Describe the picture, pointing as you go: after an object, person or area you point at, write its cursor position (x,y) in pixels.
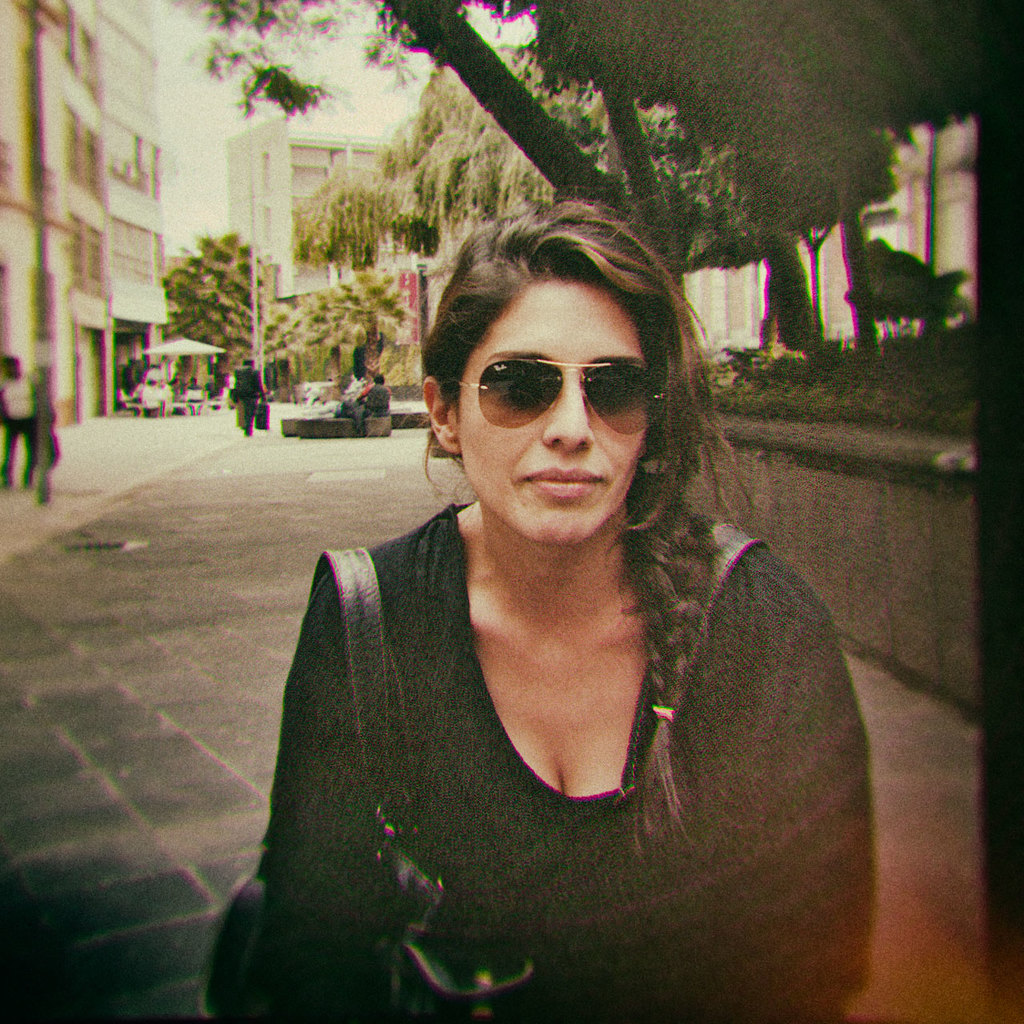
In this picture we can see a woman (565,834) in the front (565,820), she wore goggles (536,413), in the background (567,169) we can see buildings (105,188) and trees (296,235), on the left side (262,323) there is an umbrella (172,347) and a pole (41,316), we can see the sky (207,31) at the top of the picture (189,22), we can also see some people (356,378) in the middle (352,382).
